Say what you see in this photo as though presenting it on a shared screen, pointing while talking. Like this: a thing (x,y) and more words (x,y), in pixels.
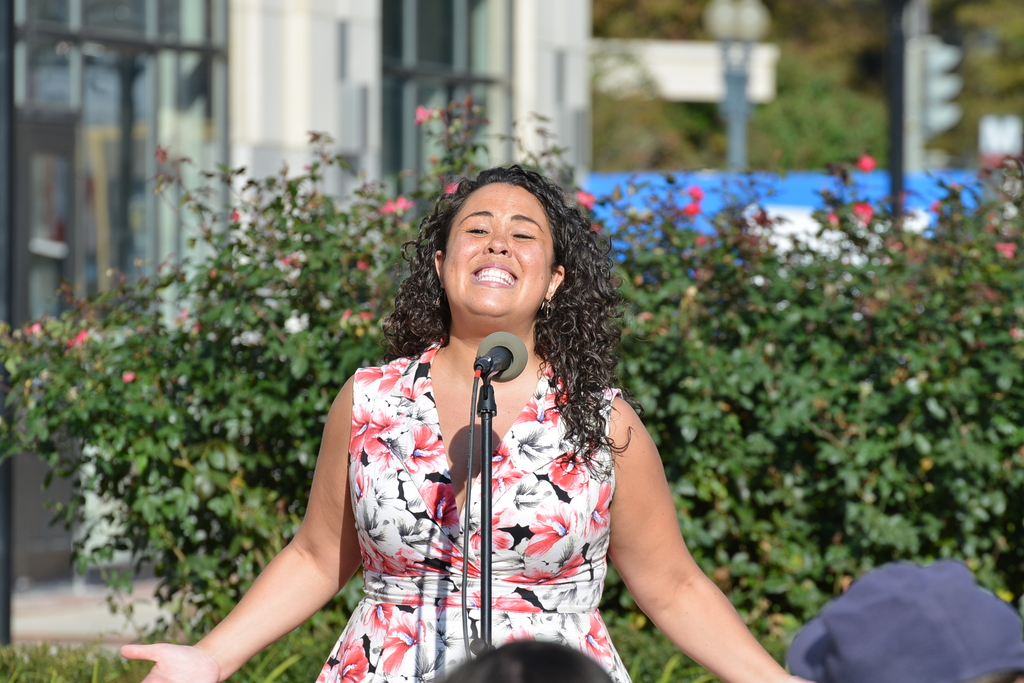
In this image there is a woman (496,384) standing and singing, there is a microphone (503,361), there is a stand (486,432), there is a wire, there are two persons (968,618) towards the bottom of the image (575,671), there is a plant (736,592), there are flowers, there is a building (575,157) towards the left of the image (61,175), there are poles (897,122), there are lights (763,29), there are boards (669,61).
